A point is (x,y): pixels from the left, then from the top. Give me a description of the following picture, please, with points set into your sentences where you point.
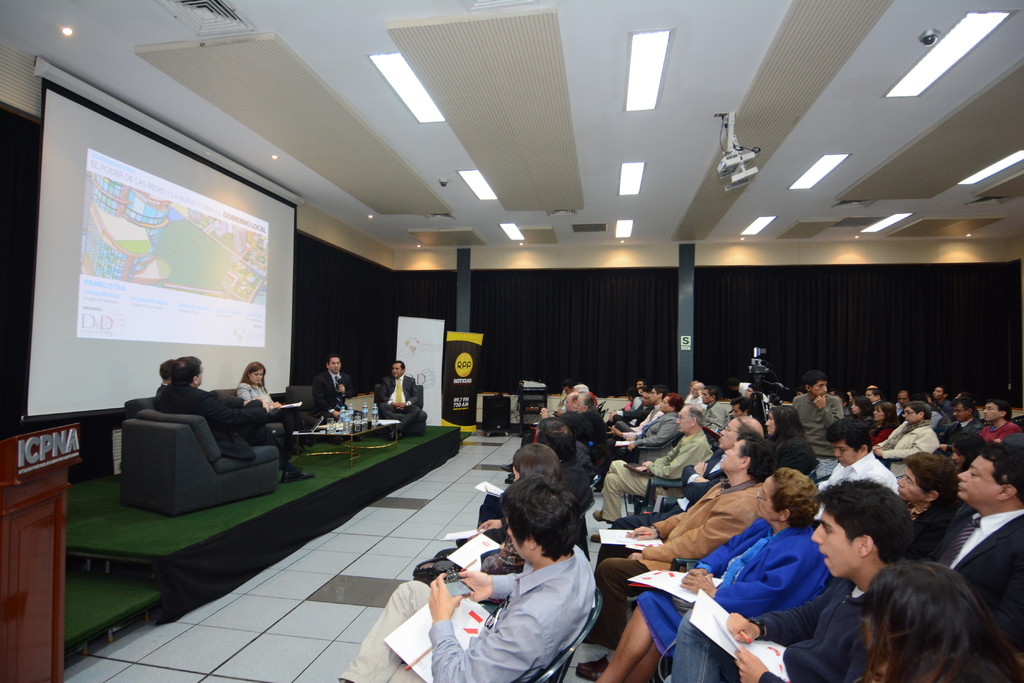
In this picture we can see the group of persons (321,400) were sitting on the couch (304,405). Backside of them we can see the projector screen (211,341), beside them there is a table (333,442). On the table (360,442) we can see water bottles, mic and papers (384,424). In the bottom left corner (54,653) there is a speech desk (29,675). On the right (885,637) we can see the audience (571,437) were sitting on the chair (562,658). At the top (987,9) we can see the projector (746,169) and tube-light (637,36).
